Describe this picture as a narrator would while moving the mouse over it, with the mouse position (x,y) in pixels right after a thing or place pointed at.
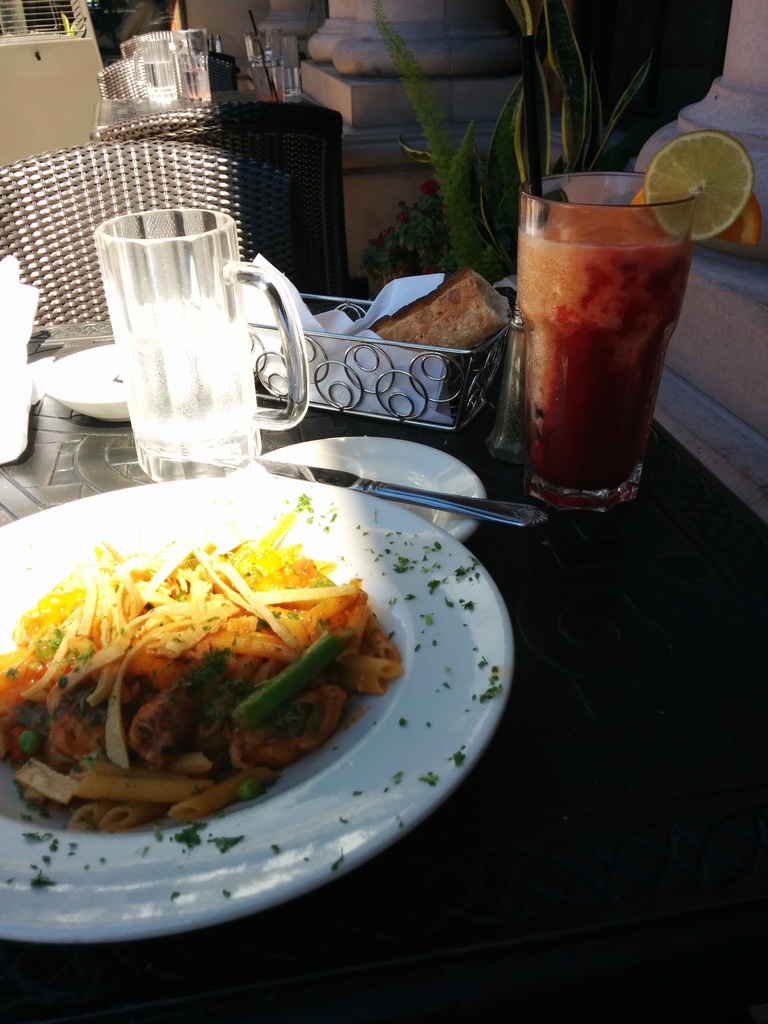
In this picture there are few eatables (124,677) and drinks (557,306) placed on a table (308,416) and there are some other objects (339,83) in the background (269,62).
